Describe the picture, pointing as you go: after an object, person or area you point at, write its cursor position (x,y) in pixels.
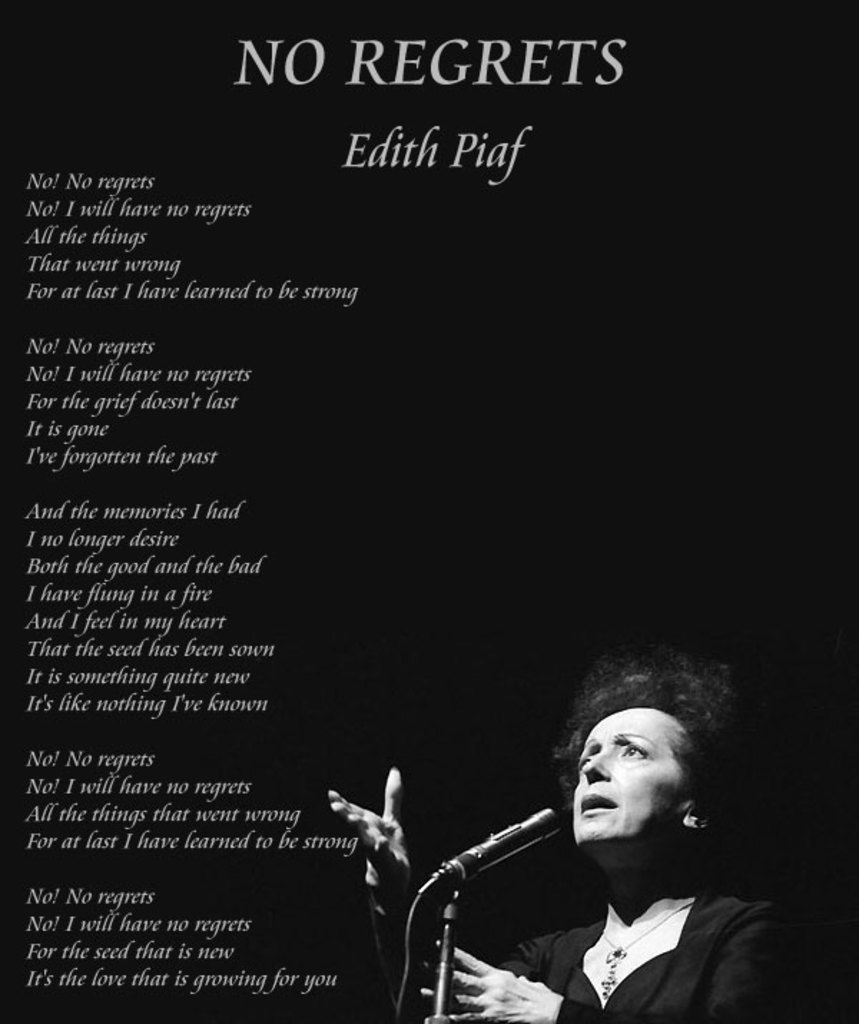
As we can see in the image there is a banner (452,422). On banner (513,438) there is a woman (669,984) wearing black color dress (646,990). There is a mic (497,840) and something written.
